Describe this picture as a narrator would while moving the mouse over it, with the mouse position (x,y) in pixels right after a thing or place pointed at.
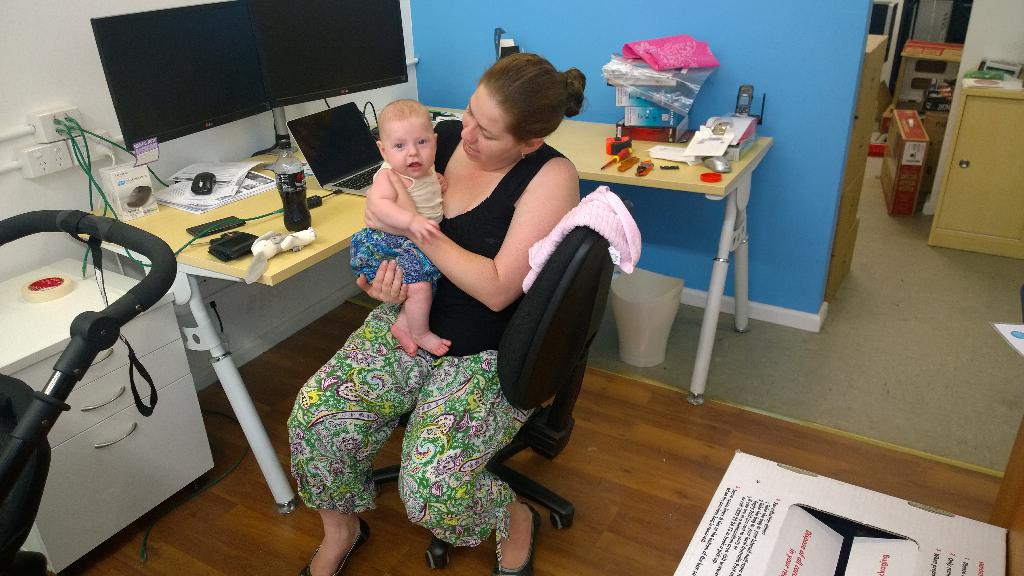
In this image we can see a woman (484,261) carrying a child (433,217) is sitting on the chair (568,283). We can see monitor (233,107), mouse (205,183), laptop (356,163), bottle (285,188) and some things (313,199) on the table (318,224).
